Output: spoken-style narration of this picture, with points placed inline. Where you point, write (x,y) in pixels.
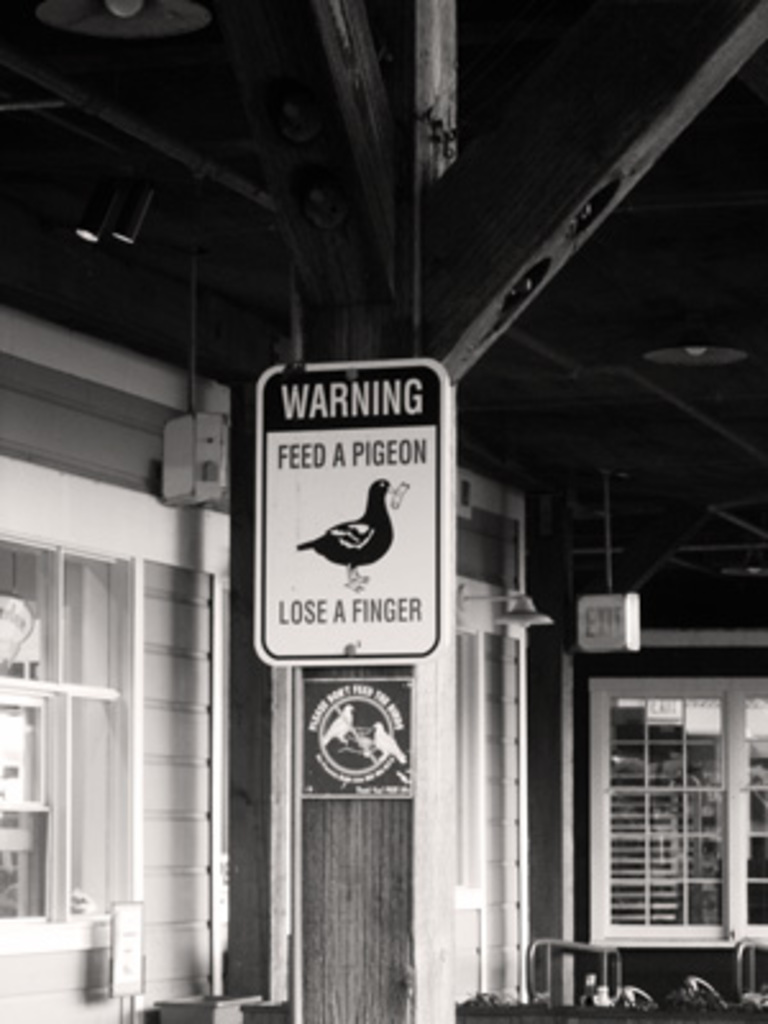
This is a black and white image. I can see boards (362,641) attached to a pole (338,964). At the bottom of the image (139,988), there is another board (132,911) and I can see few objects (620,1000). On the left (42,813) and right side of the image (711,839), there are windows (81,850). I can see lamps shades (127,24) with bulbs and boards (223,481) hanging to a ceiling (191,200).
